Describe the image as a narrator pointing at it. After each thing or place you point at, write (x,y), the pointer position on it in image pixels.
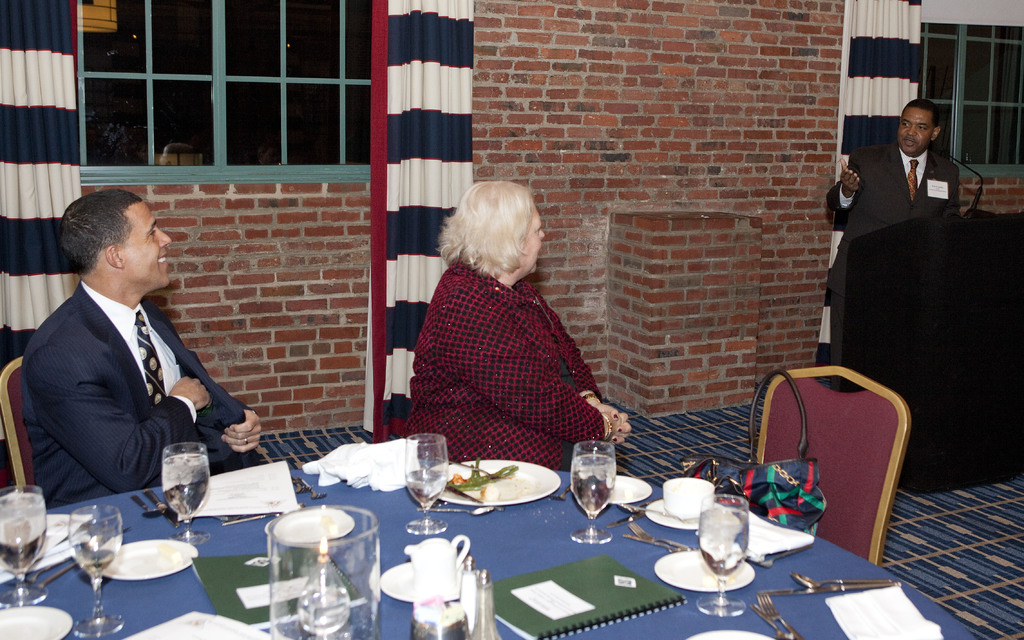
Two persons (189,388) sitting on chair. There is a table (477,562) in front of them. On the table (240,546) there are books (228,561), glasses (112,517), plates (139,554), forks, spoons (151,514), cups (676,496) and saucers (649,513). On the chair (820,461) there is a bag (792,478). And there is a person (904,205) in the right corner (912,204). In the background (595,143) there is a brick wall (261,285), window (155,101) and curtains (407,131).
